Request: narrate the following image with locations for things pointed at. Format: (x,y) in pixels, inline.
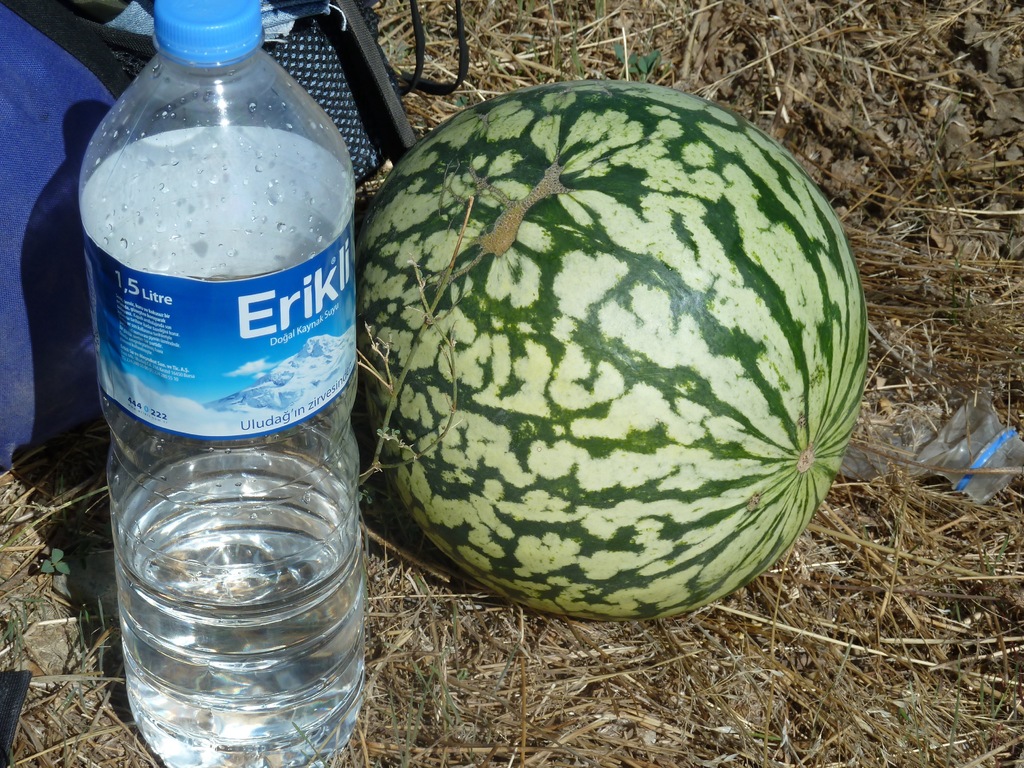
In this image there is a water melon (506,291), water bottle (278,249), bag (57,236) on a grass (738,653).
